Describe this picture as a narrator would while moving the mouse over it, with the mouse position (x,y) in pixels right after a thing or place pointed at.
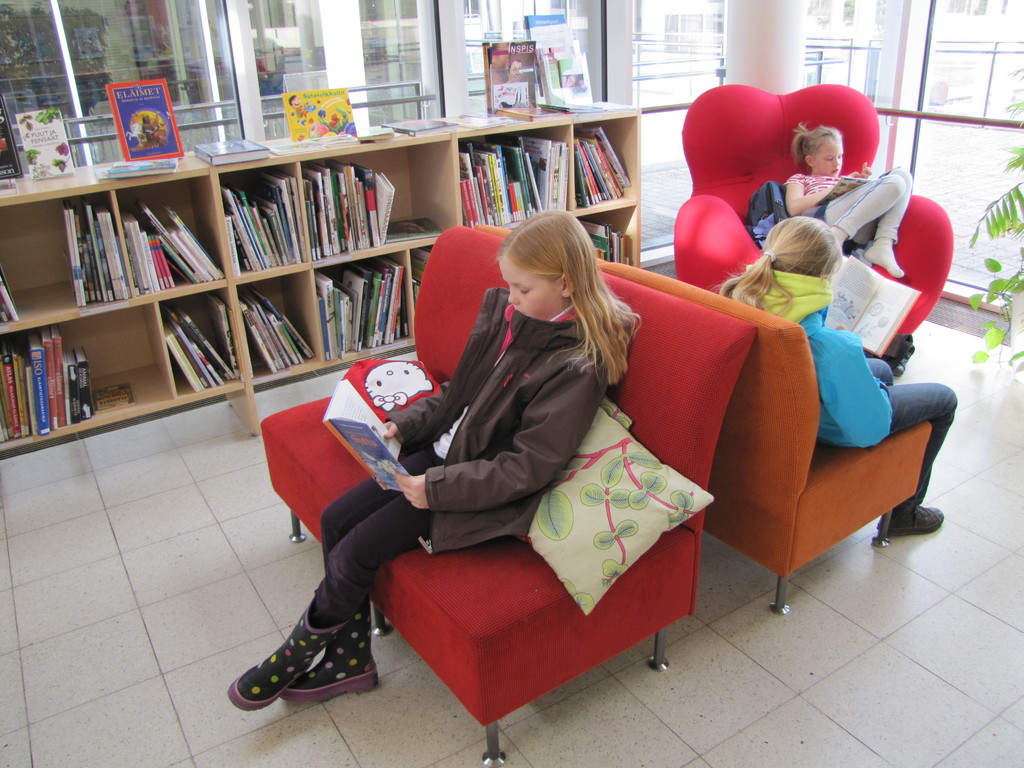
In the image in the center (527,331) we can see three persons (794,221) were sitting on the sofa (648,575), on sofa (635,398) we can see pillows (609,527). They are holding books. And back we can see shelves (233,283) with full of books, plant (1004,203), pillar (749,45), glass (377,43).
